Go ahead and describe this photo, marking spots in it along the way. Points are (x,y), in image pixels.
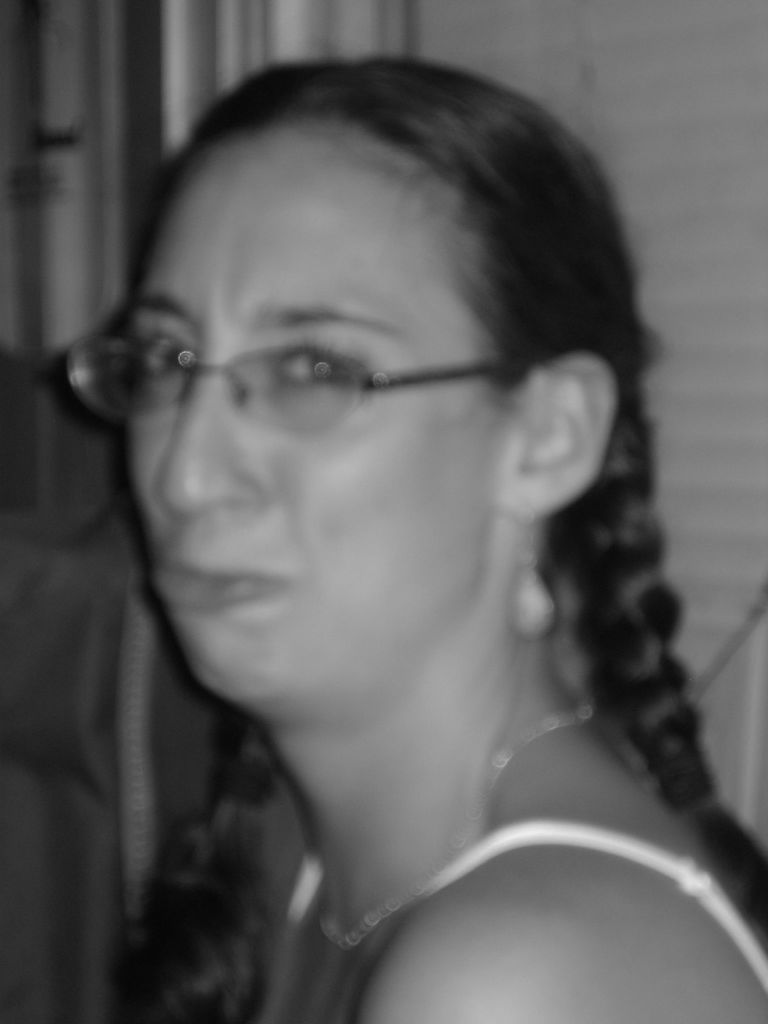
This is the black and white picture of a woman (349,537).
